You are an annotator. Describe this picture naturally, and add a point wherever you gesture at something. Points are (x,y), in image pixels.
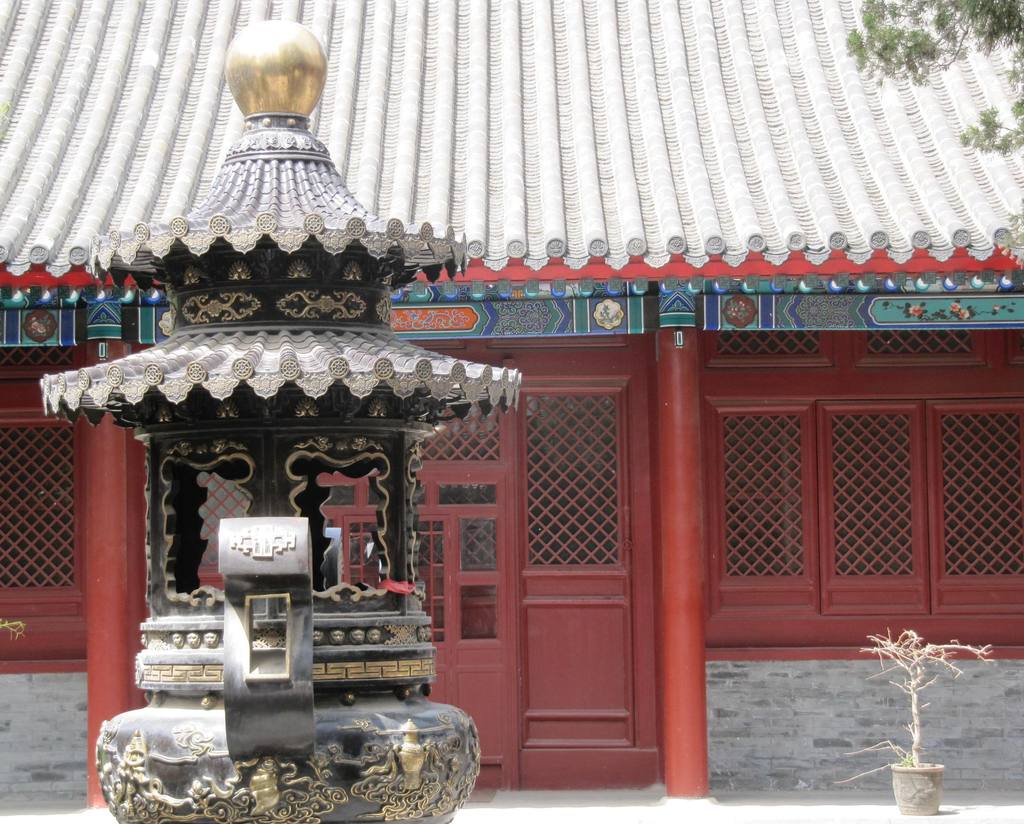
In this image I can see a black colour thing (245,463) in the front (468,788) and in the background (404,329) I can see a building (662,216). On the both sides of this image I can see plants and on the top right side of this image (872,17) I can see leaves (977,1) of a tree (1001,5).
